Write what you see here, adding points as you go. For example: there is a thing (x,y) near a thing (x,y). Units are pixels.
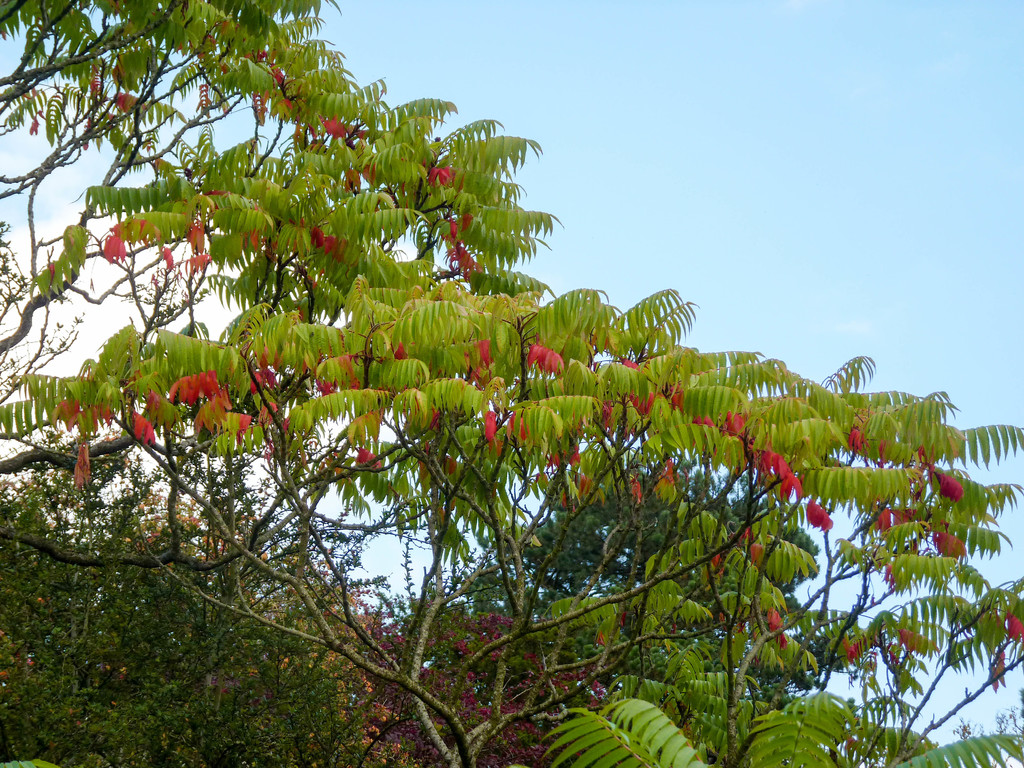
In the image in the center (523,363) we can see the sky (943,238), clouds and trees (716,388).
